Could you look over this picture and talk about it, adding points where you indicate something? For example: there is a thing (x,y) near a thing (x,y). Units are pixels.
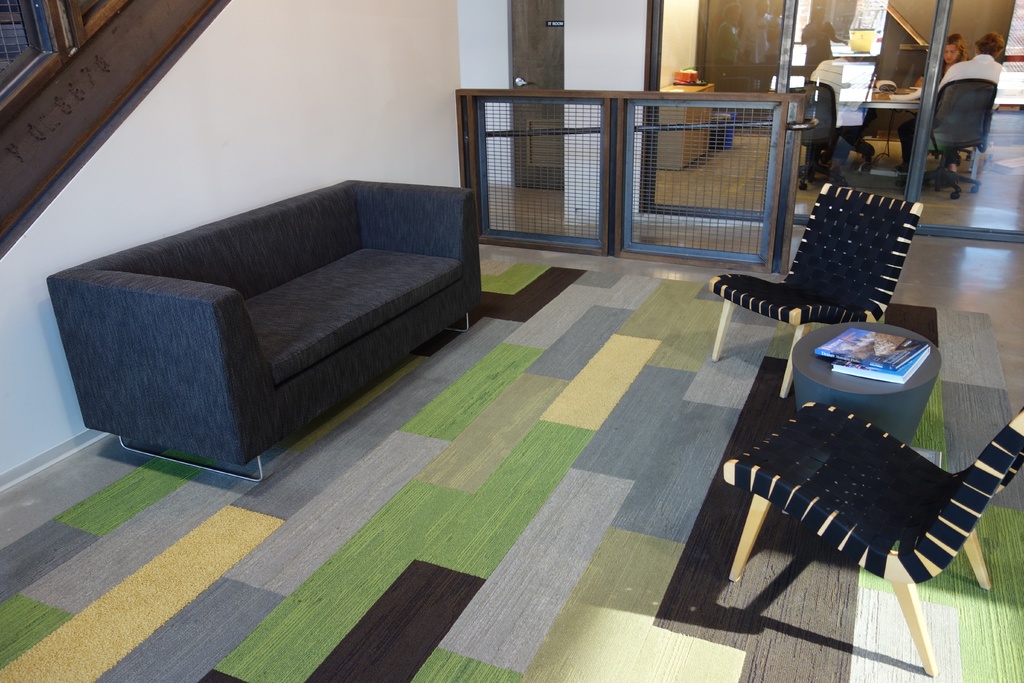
This image consists of a room (627,372) in which there is a sofa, chairs (854,479), a stool (857,380) and in the top right corner (873,123) there is a table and chairs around the table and people (912,139) are sitting in chairs (926,184).
